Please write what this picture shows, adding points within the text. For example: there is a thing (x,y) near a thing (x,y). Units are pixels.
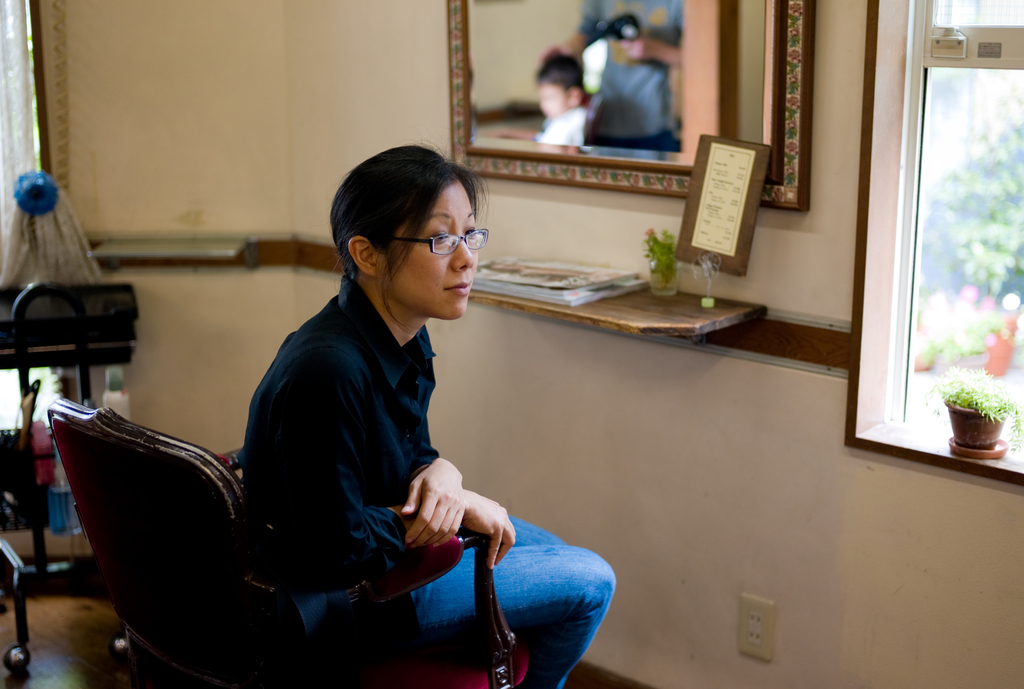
In this image there is a lady (335,436) sitting on chair (247,478), in front of her there is a wall (234,139) with mirror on it and a table (646,316) with some books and flower vase (675,256), beside that there is a window (1022,342) where we can see a plant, behind the girl (315,545) there are some things (21,653).
